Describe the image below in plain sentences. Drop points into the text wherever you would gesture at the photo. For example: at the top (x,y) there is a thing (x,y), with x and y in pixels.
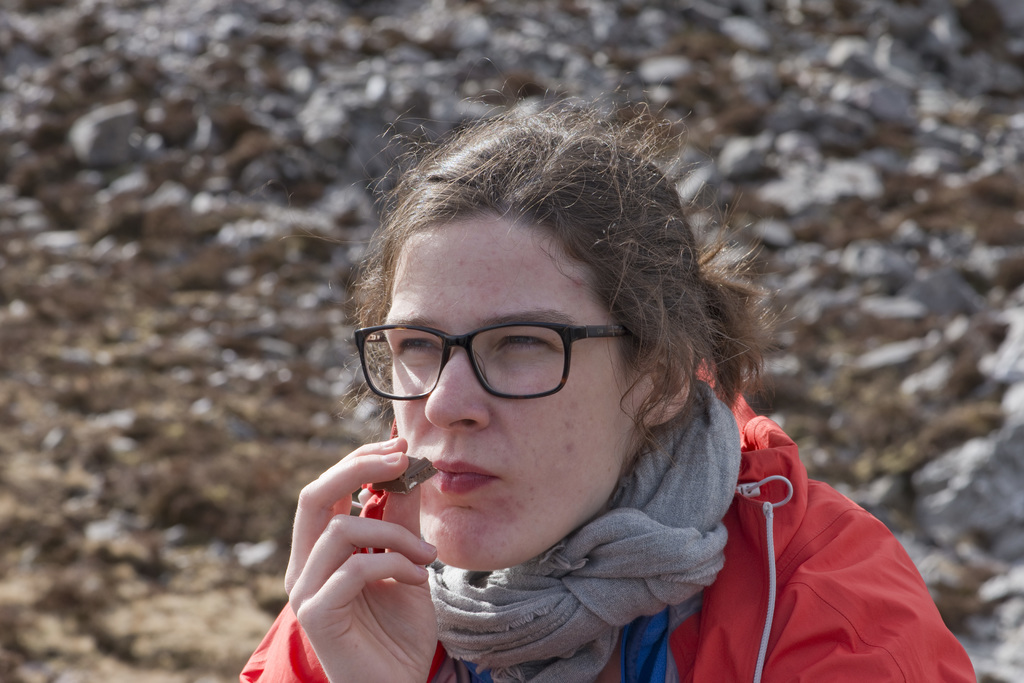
In the image there is a woman (624,316) in the foreground (762,457), she is holding a chocolate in her hand (390,468) and the background of the woman (648,429) is blur.
